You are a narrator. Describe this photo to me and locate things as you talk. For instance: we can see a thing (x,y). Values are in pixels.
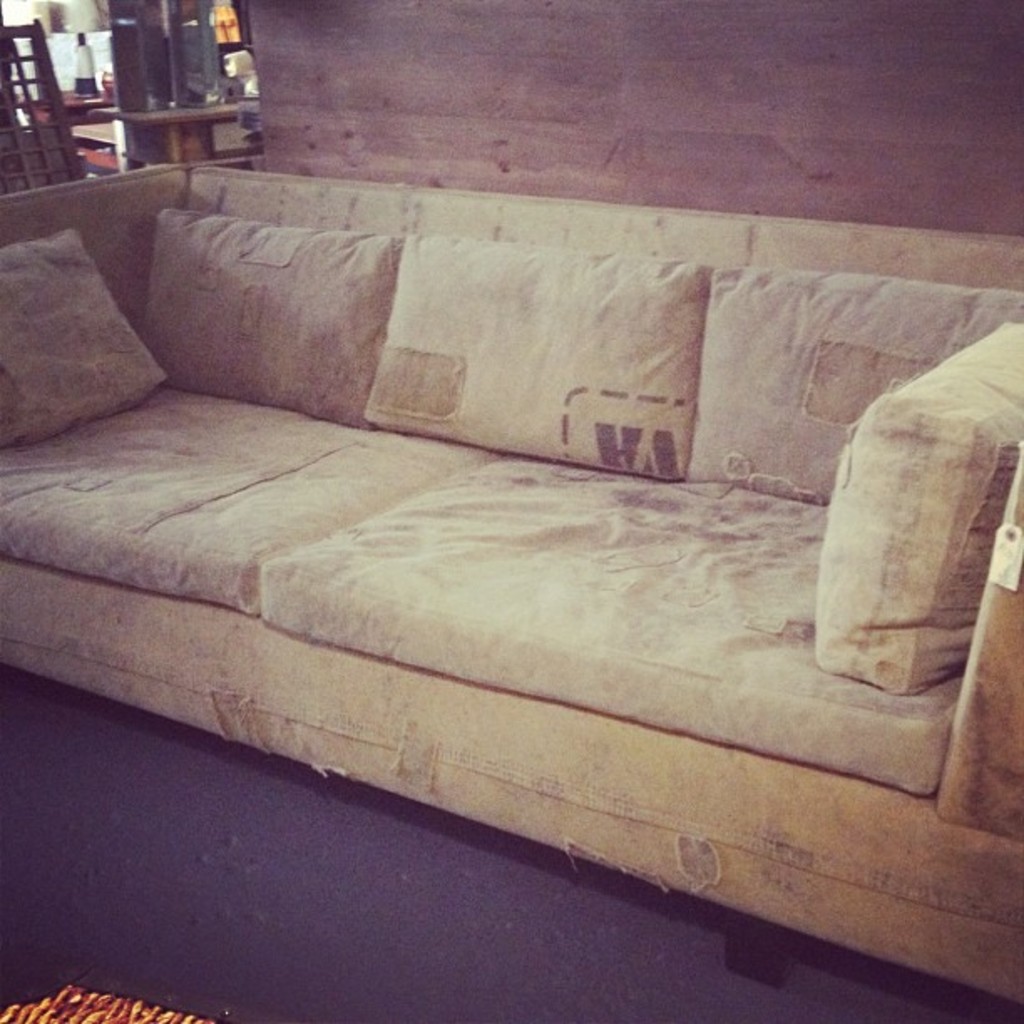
In this picture we can see a sofa (292,579) in the room (98,78), and also we can find a bottle (82,76) and couple of objects (164,84) on the table (115,109).
